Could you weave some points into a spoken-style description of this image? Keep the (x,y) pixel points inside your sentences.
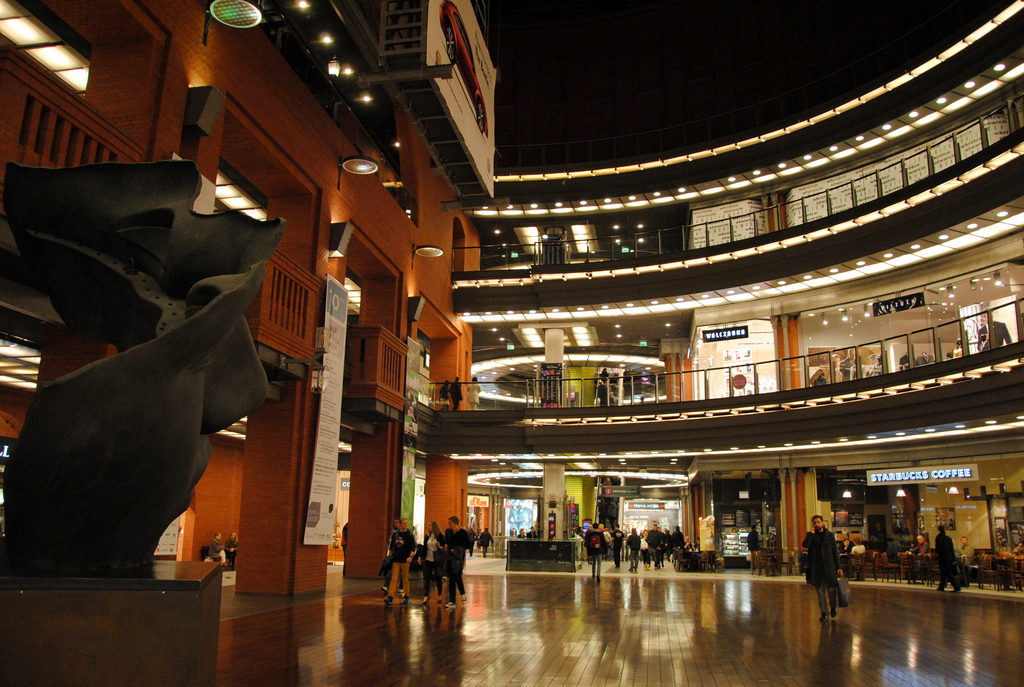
To the bottom left of the image (112,516) there is a statue (144,432). Behind the statue (123,170) there is a building (168,155) with pillars (169,77), walls (233,100) and posters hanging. And to the bottom of the image (401,563) there are few people (457,564) walking on the floor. Behind them in the background (999,478) there are many stores (871,486) with name boards (885,476), chairs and tables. And also there is a building (683,207) with pillars (765,212), railings (710,379), walls (791,422), stores (944,321), name boards (553,372) and lights (586,174).
